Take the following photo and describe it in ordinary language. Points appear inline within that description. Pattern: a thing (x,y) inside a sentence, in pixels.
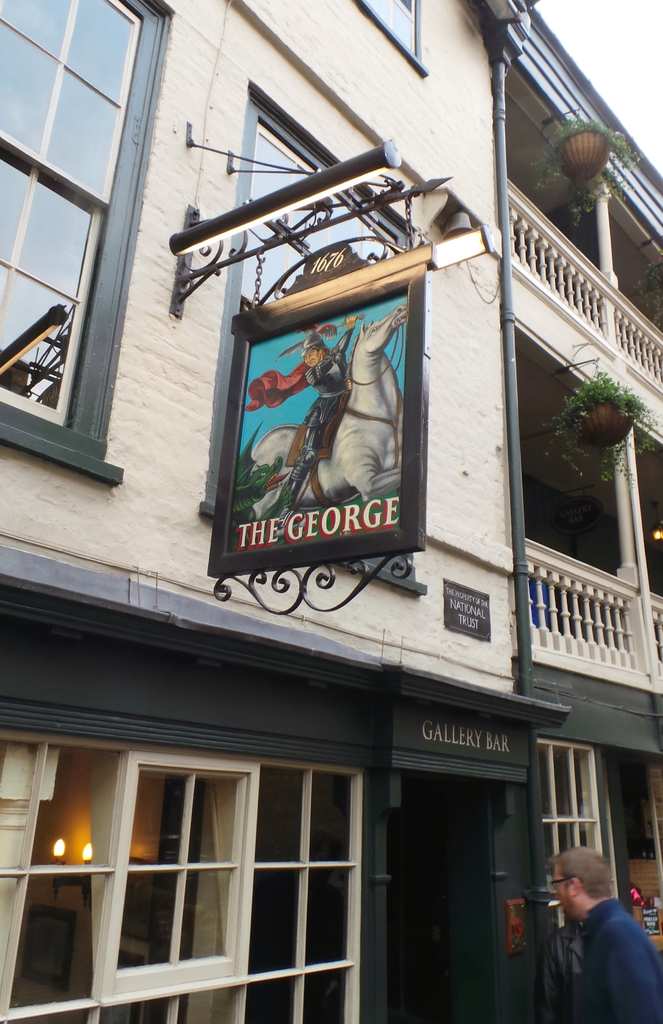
In this image we can see a building (206,291), hoarding (391,429), plants (592,394), person (615,954) and glass windows (273,174).
